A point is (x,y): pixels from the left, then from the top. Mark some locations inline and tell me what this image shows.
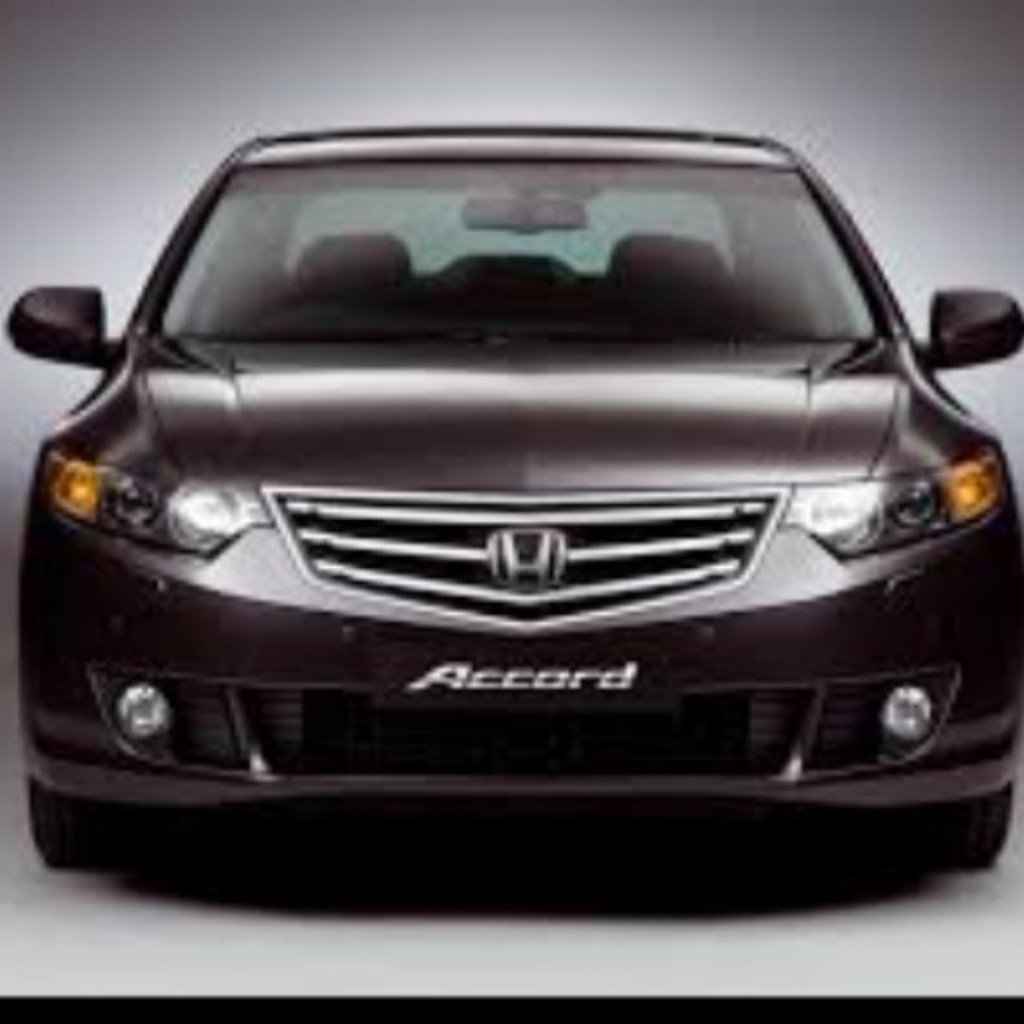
In this image I can see a car (563,306) with some text (534,689).
